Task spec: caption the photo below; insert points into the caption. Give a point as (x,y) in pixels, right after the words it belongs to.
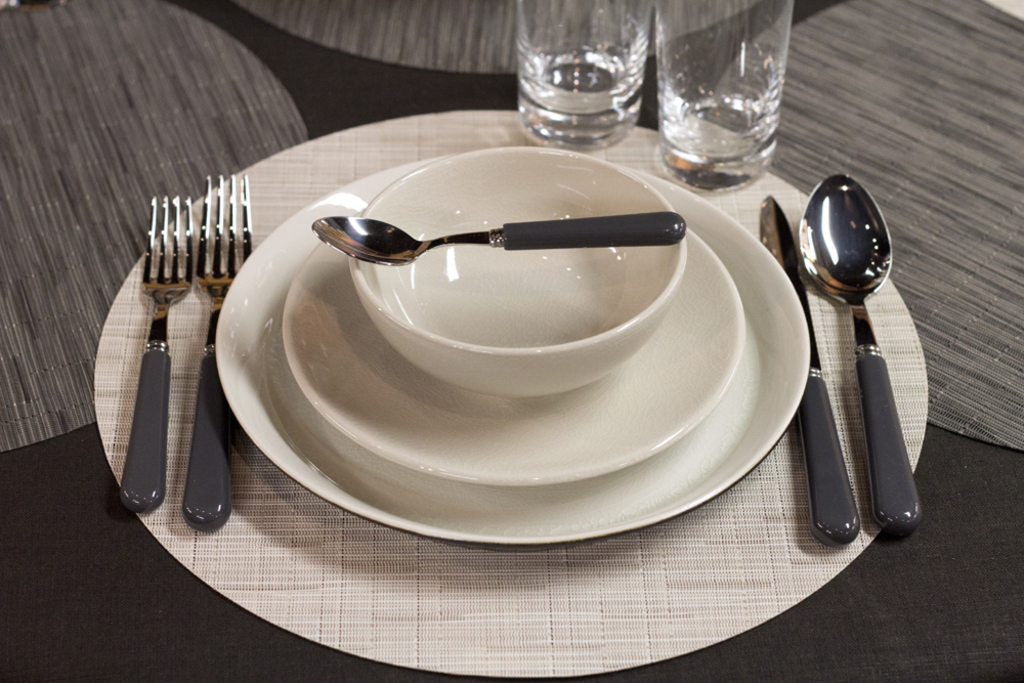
In this image we can see a spoon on a bowl (567,325) and some plates (569,396) which are placed on the table (129,568). We can also see a knife (831,436), spoon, some forks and glasses (671,38) placed beside them.
